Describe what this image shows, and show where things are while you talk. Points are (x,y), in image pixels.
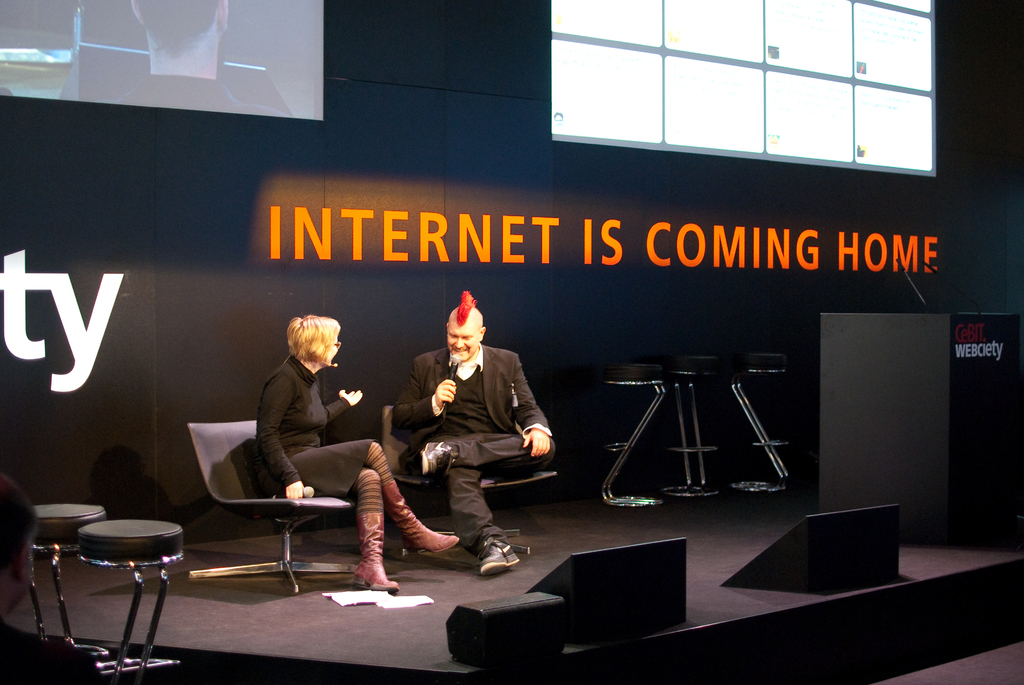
In this image there are two people (339,466) sitting in chairs (331,504), one of them is holding a mic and is speaking, around them there are empty chairs (35,555), in front of them there are speakers (603,589), beside the chair (409,464) there are mics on the dais (902,375), behind them on the wall (379,150) there is some text (434,247) written and there are two screens (747,107).
